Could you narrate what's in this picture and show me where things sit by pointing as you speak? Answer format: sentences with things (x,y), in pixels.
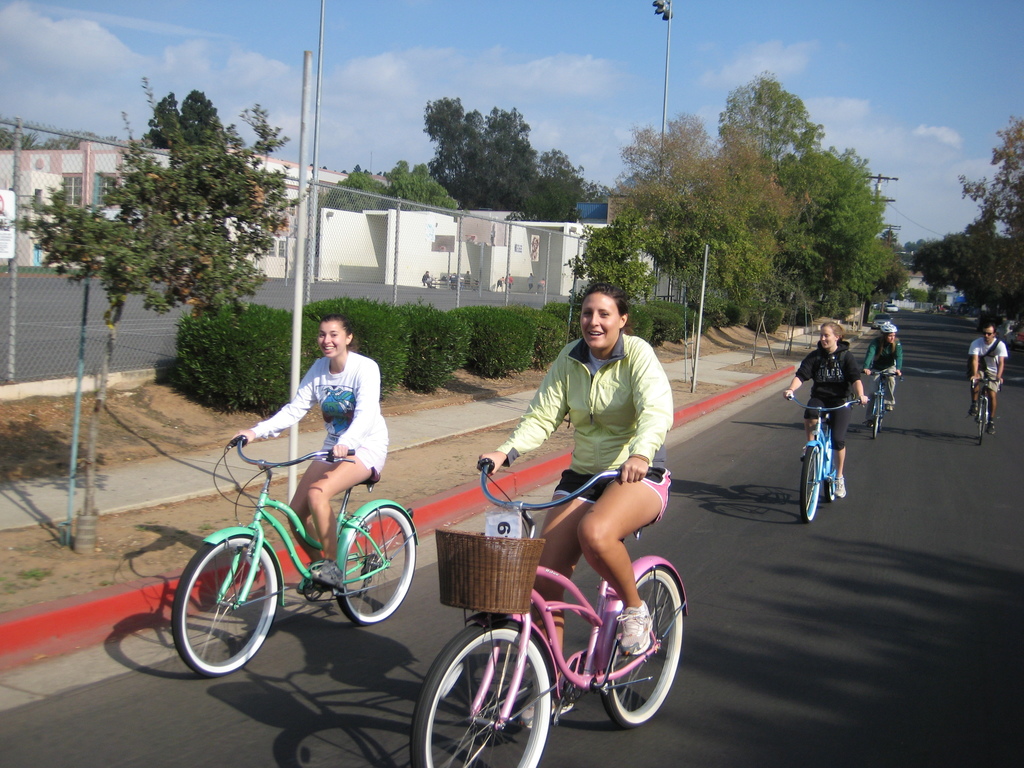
In the image there are few girls (647,443) riding bicycles (982,407) on the road (801,606) with trees (852,300) on either side of it, on the left side (314,295) it seems to be a basket ball court (120,277) and above its sky (551,44) with clouds (441,74).
